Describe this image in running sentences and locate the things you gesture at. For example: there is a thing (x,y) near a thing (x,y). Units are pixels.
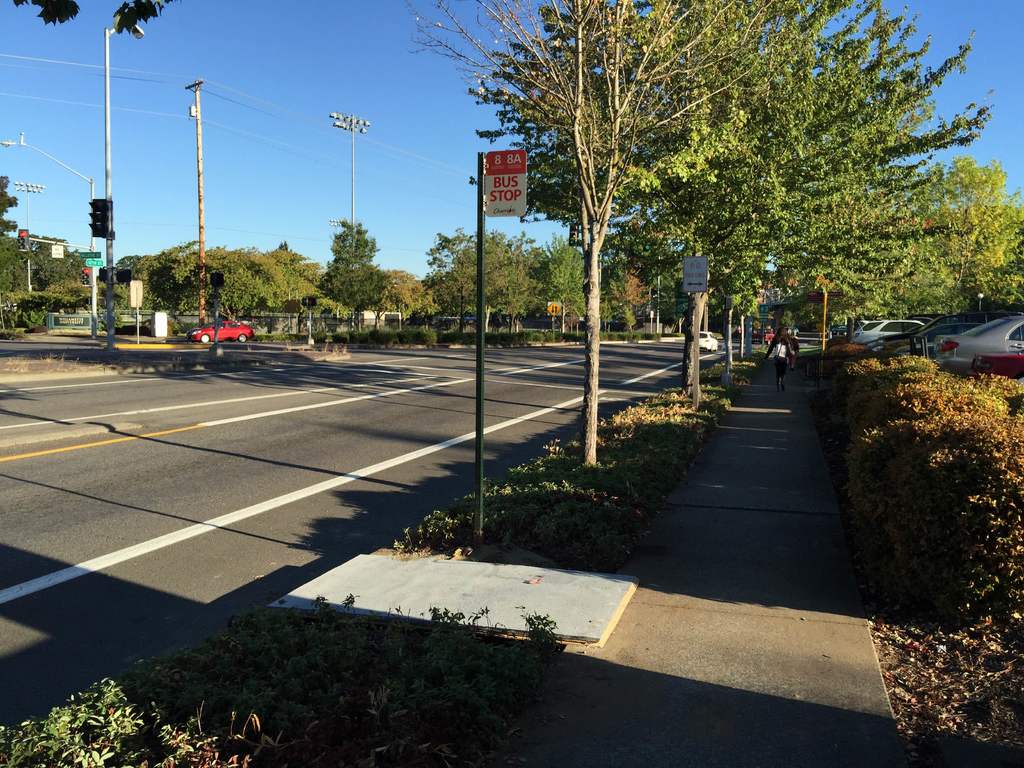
In the picture we can see a road (238,549), vehicles (911,331), trees (967,263), plants (550,489), poles (107,153) with wires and the sky (71,152).
